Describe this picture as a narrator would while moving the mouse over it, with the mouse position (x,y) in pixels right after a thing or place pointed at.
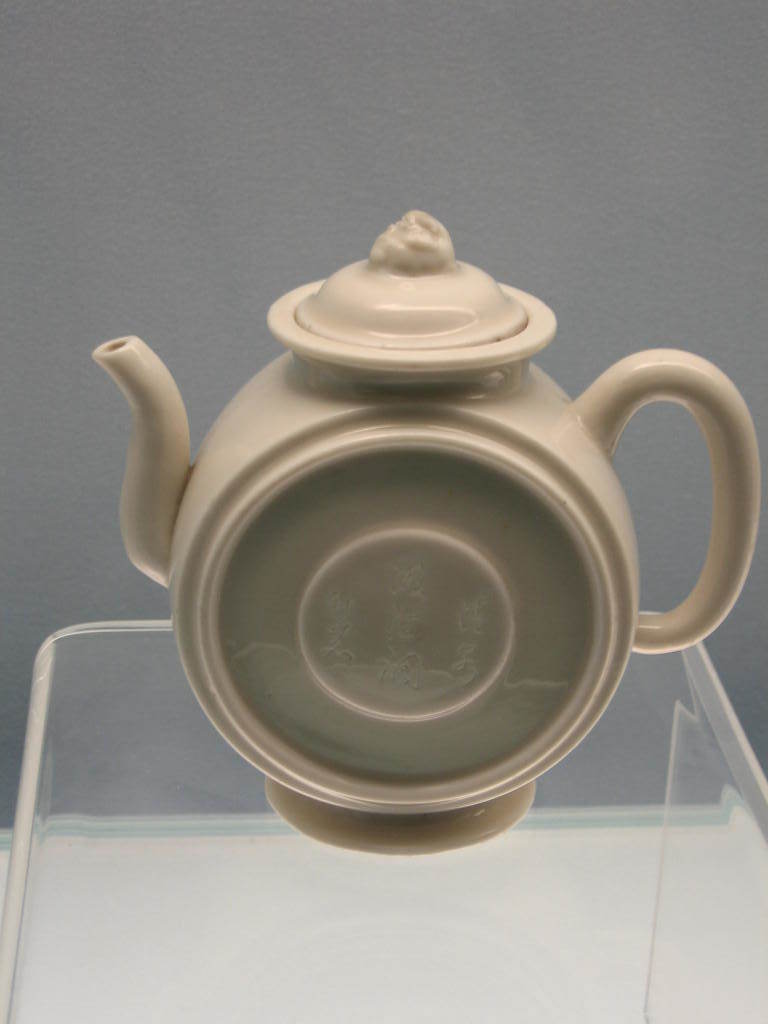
Here I can see a teapot (530,587) which is placed on a table (357,900). This table (207,938) is made up of glass (167,925). In the background (355,198) there is a wall (265,197).
